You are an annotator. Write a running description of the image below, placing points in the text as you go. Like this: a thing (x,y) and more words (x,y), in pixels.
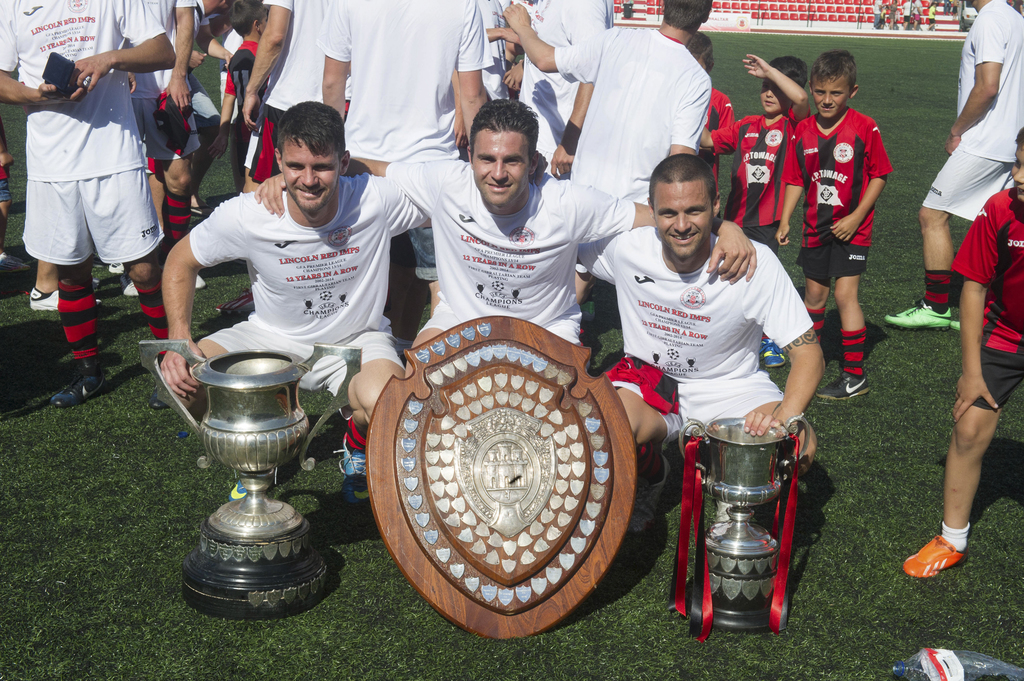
In this picture I can see trophies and a shield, there are three persons (541,235) in the squat positions, there are group of people (461,128) standing, and in the background (754,13) there are chairs (777,1).
